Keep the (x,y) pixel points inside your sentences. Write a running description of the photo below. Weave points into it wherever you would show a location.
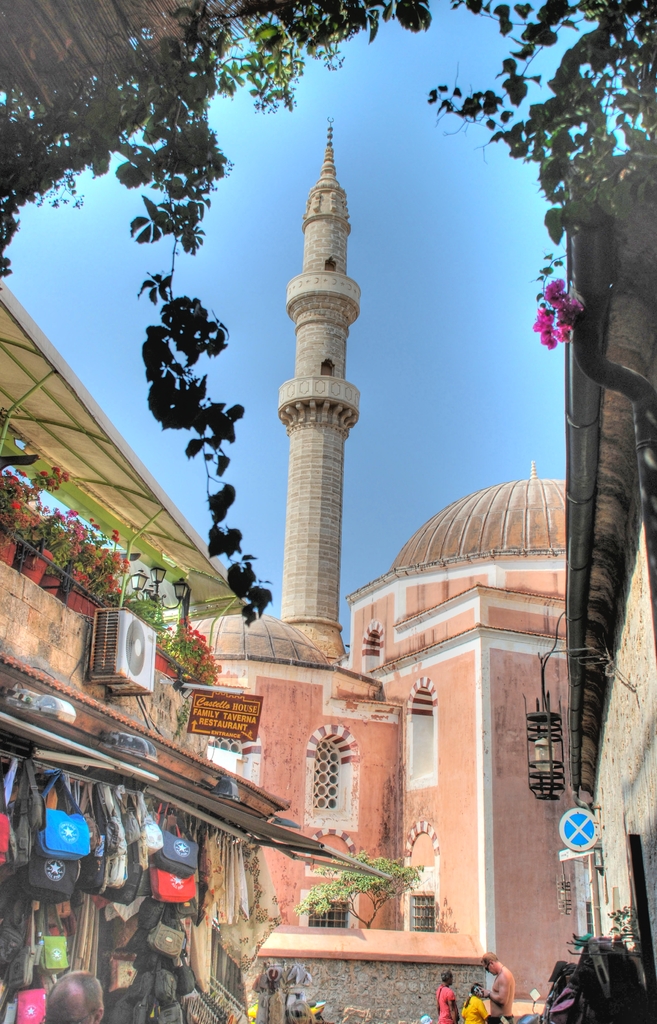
This picture might be taken from outside of the building (351,796). In this image, on the right side (630,86), we can see a building (655,282), plant (630,77) with some flowers (578,302), we can also see group of people (487,1013) on the right side (477,1013). On the left side (94,1017), we can also see head (68,982) of a person (63,976), bags (94,861), hoardings (223,690), air conditioner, flower pot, plant (89,542) with some flowers (115,558), trees (177,169). In the background (523,896), we can also see a building (529,871), tower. On the top (509,268), we can see a sky (557,392).
